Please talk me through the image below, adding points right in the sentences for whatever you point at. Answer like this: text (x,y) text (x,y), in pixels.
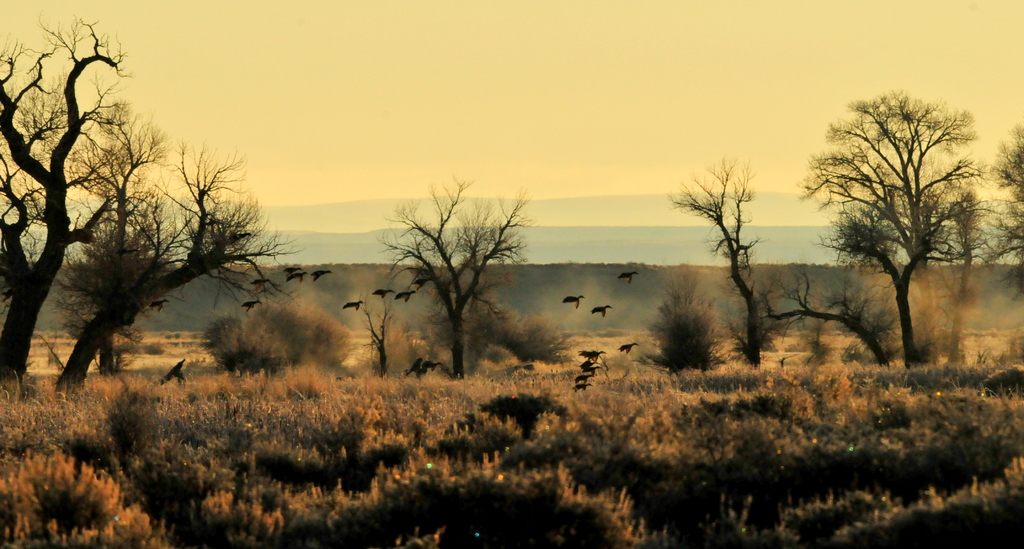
At the bottom of this image (676,413), there are plants (494,435) and trees (113,306) on the ground (879,451). Above these plants (543,414), there are birds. Some of these birds (590,374) are flying in the air (306,268). In the background (612,299), there are mountains (635,306) and the sky (741,39).
